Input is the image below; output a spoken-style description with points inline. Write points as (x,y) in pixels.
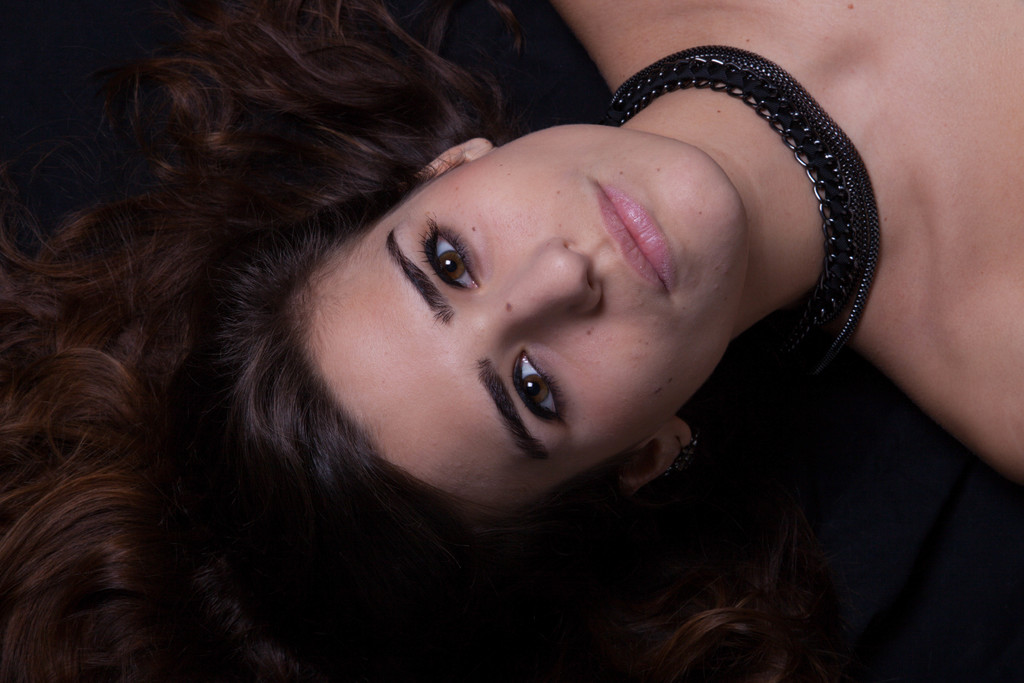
In the picture we can see face (488,431) of a woman (459,334) who is wearing black color necklace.
